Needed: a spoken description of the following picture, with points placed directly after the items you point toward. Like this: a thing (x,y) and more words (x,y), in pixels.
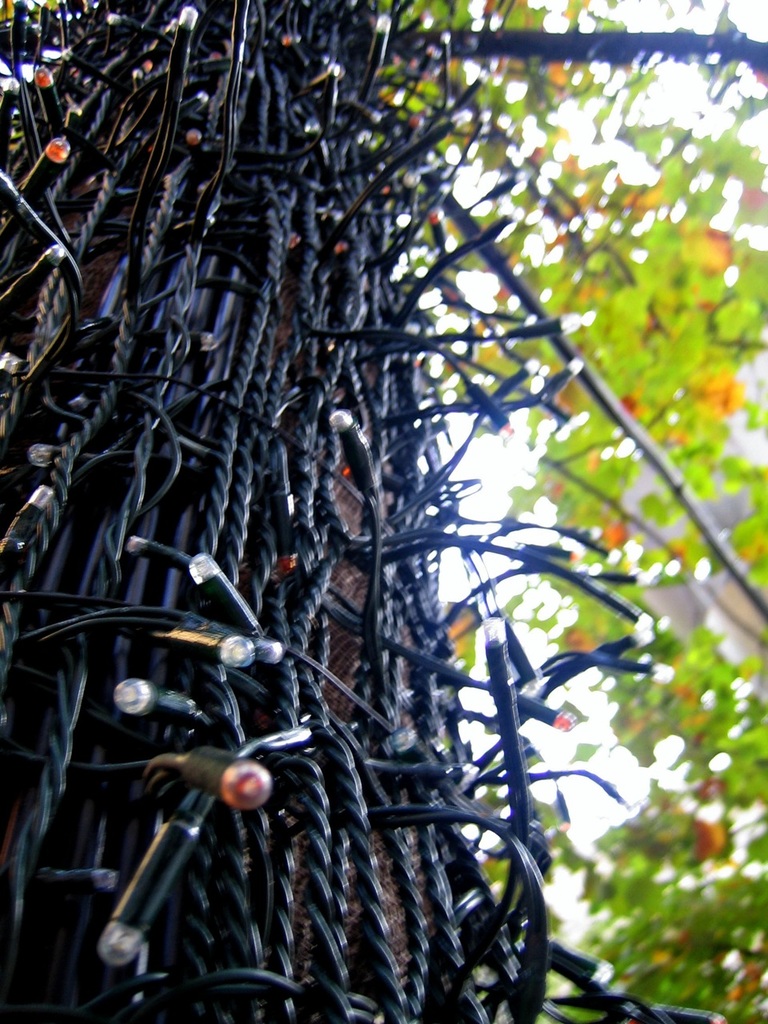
In this image there are electric lights (228,552) and a tree (575,304).
